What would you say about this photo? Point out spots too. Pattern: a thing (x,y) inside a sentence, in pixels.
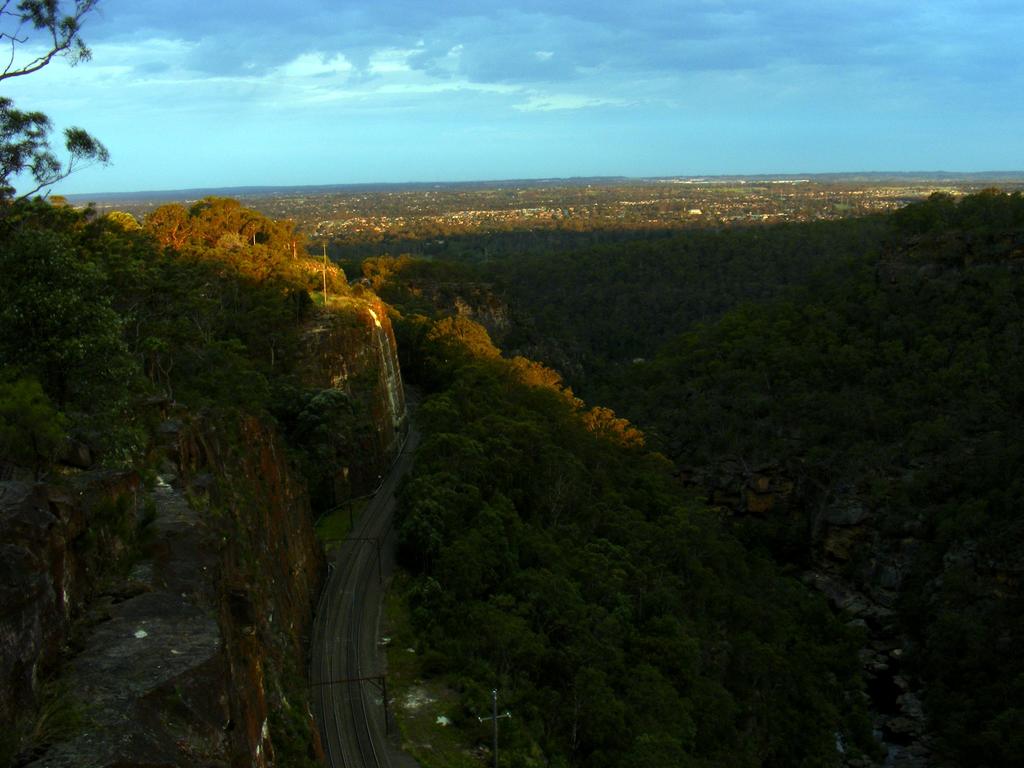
In the image we can see some hills (291,267) and trees (63,308). At the top of the image (978,8) there are some clouds (249,34) in the sky (235,35).
